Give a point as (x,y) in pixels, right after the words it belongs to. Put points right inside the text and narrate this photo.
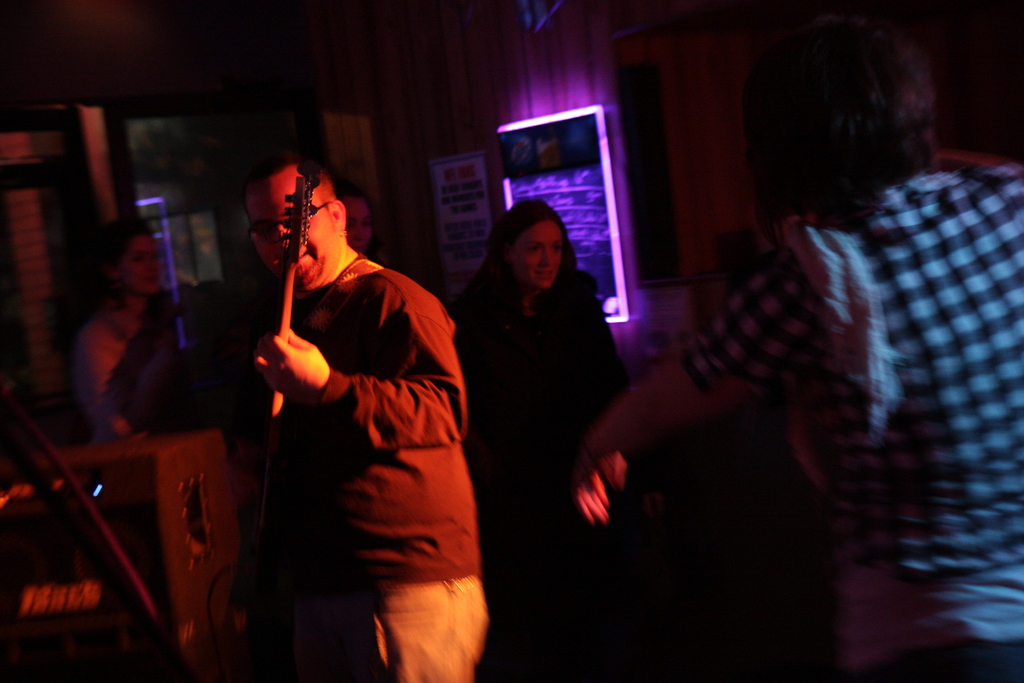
This picture shows a man (394,464) playing guitar (302,207) and we see few of them (951,297) standing and we see a poster (441,208) on the wall (496,171) and a board (537,136) with lighting (532,119).
